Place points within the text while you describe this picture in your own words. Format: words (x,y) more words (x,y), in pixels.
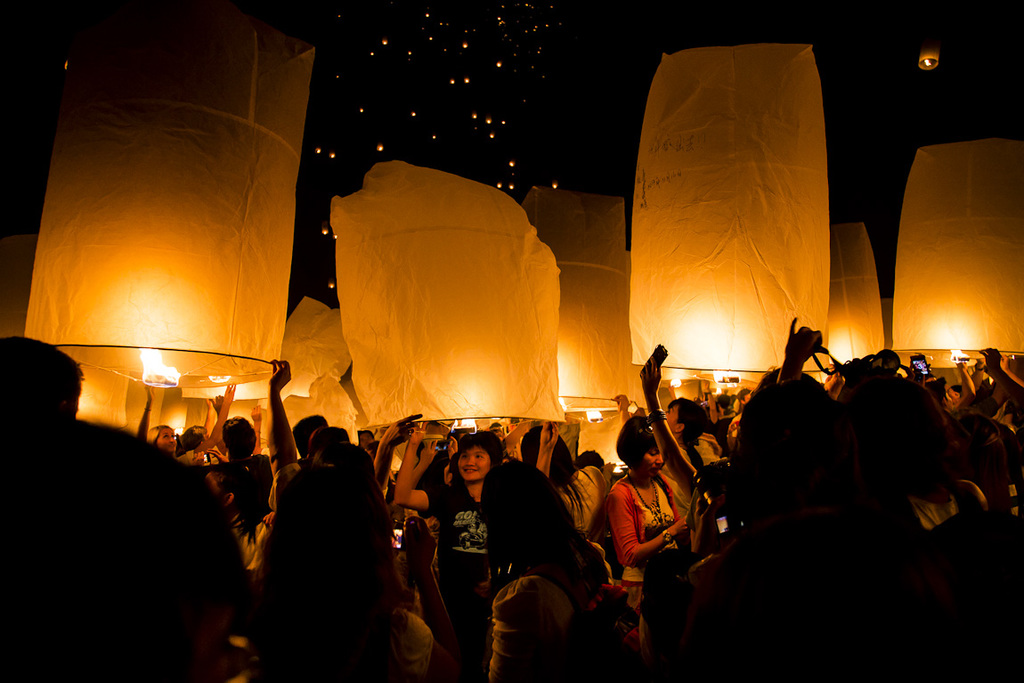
In this image I can see group of people (392,643) standing, they are holding sky lanterns (432,394), background (556,78) the sky (457,66) is in black color and I can also see few lights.
